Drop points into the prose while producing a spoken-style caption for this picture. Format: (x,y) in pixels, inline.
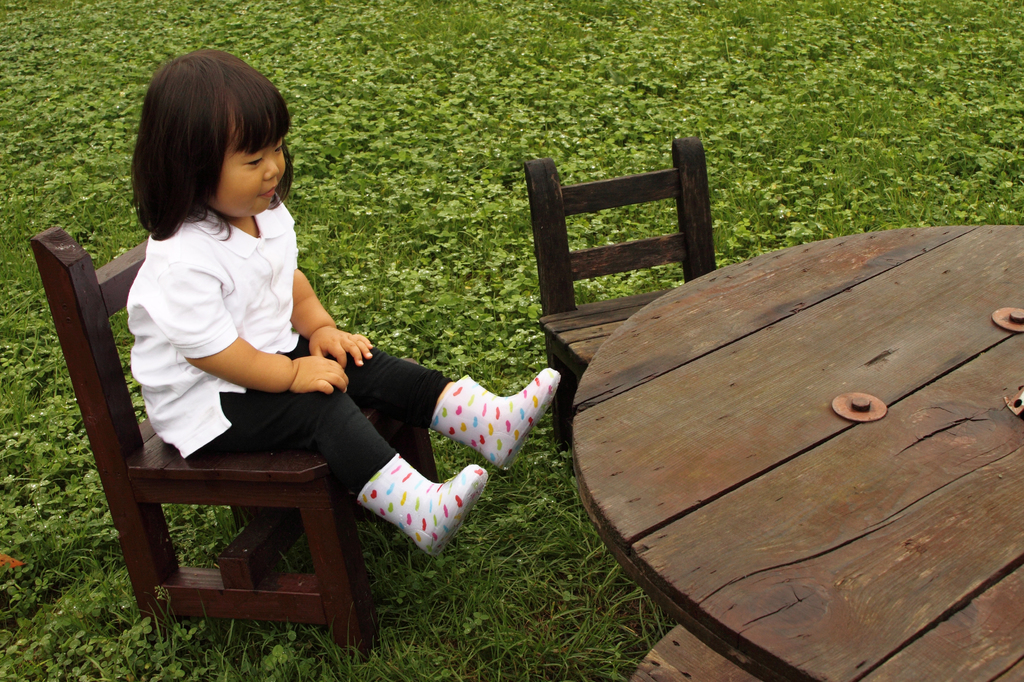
In this picture we can see a girl (263,282) sitting on chair (94,431) and beside to her we have other chair (601,320) and in front of her there is a wooden table (725,363) and in background (561,71) we can see plants (432,84) where this girl (236,238) wore shoes (412,502).
